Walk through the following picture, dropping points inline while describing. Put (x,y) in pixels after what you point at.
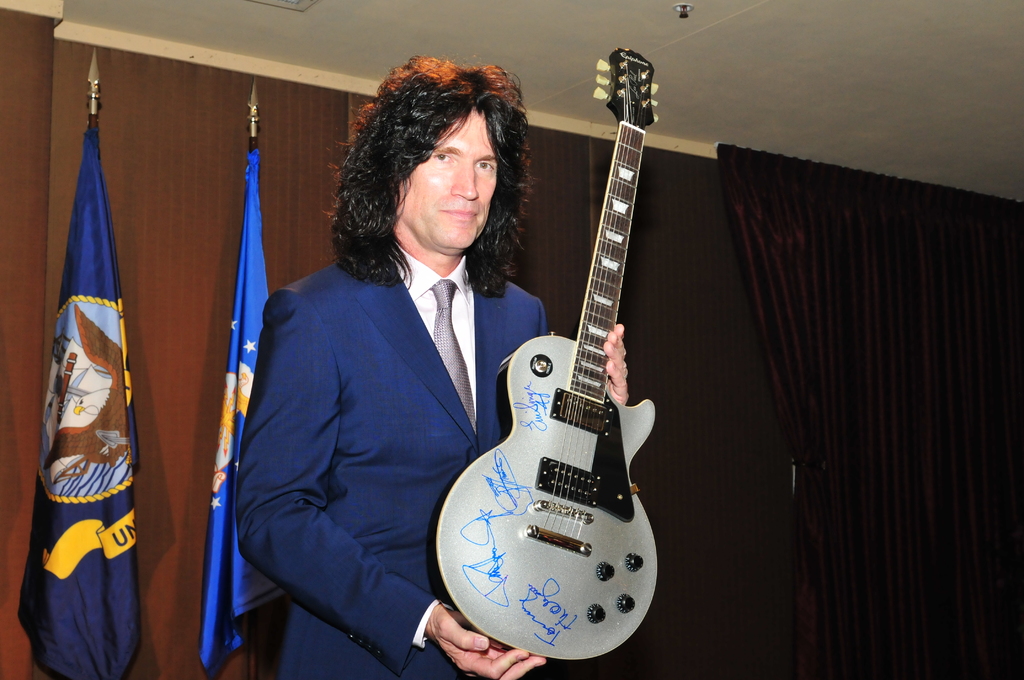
The picture consists of a man (390,361) wearing a blue jacket (412,322) with long hair (470,254) holding a guitar (594,425) and back side of him there are two flags (233,517).
